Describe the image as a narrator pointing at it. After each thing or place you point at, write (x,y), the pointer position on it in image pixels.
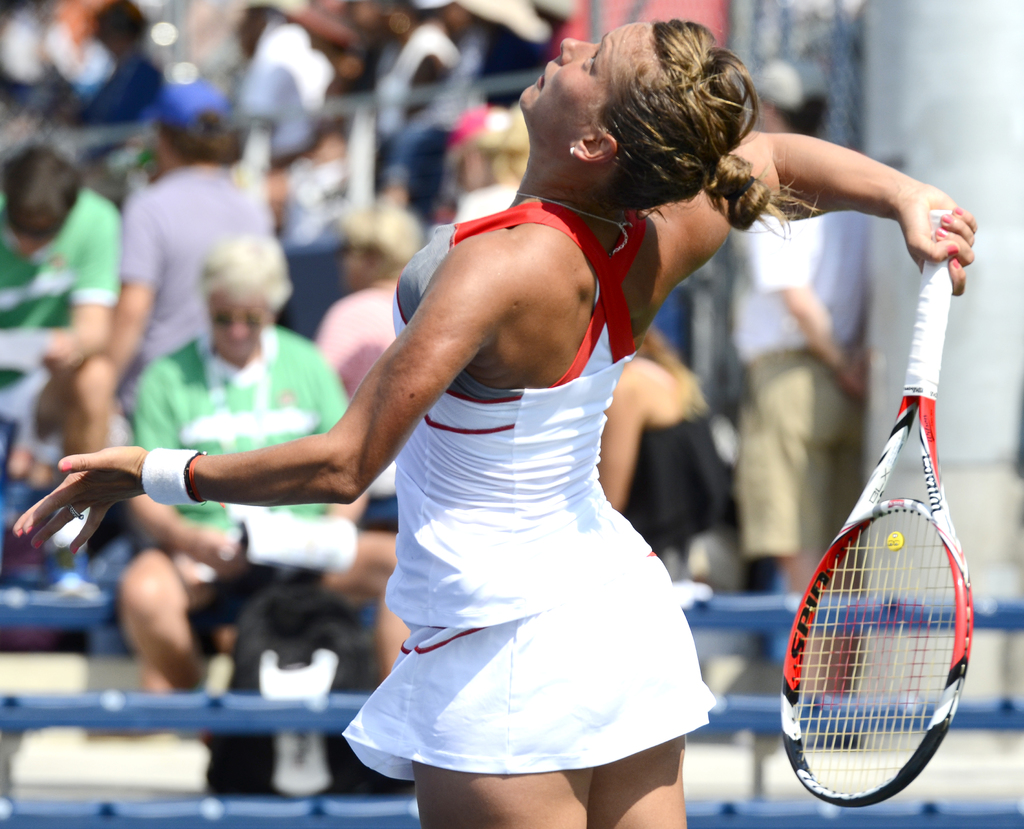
This picture shows a woman (880,209) playing tennis with racket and we see audience (488,57) seated and watching them and we see couple of people (841,428) standing.
